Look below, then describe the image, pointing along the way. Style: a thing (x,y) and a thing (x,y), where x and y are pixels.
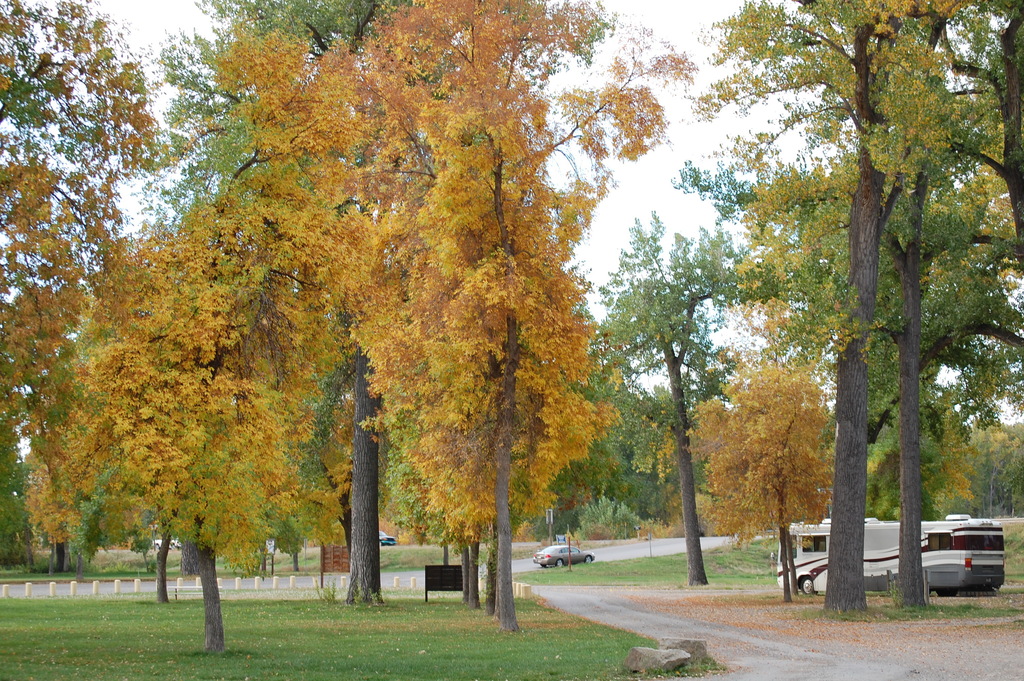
In this picture there is a view of the garden (249,668). In the front (404,373) there is a yellow and green color trees (474,372). On the right side (806,561) there is a white color buses (804,563) and behind we can see small car (575,557) on the road (617,552).
